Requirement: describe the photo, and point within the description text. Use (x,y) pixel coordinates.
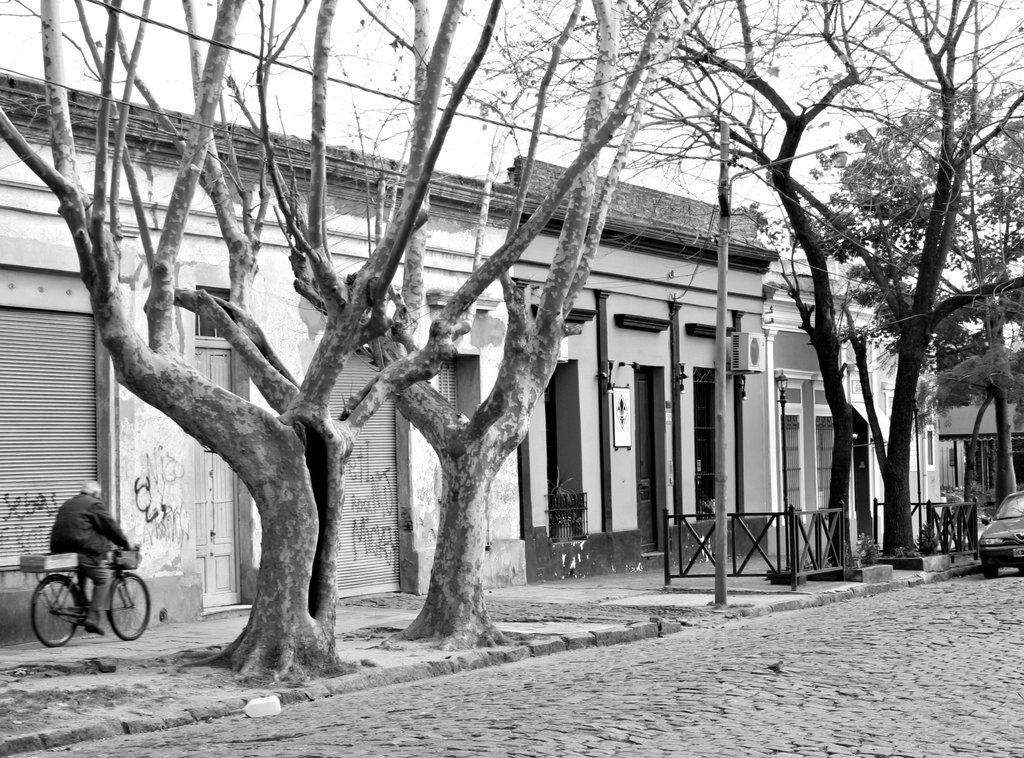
This picture is of outside. On the right (1005,538) there is a car (984,541) on the ground (878,637) some trees (929,328) and we can see the pole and there is a house (626,364) and we can see the doors (645,427) and a shutter (371,477). On the left (113,536) there is a man (95,534) riding bicycle (141,627) and in the background (365,52) there is a sky (487,99) and a cable (559,134).
